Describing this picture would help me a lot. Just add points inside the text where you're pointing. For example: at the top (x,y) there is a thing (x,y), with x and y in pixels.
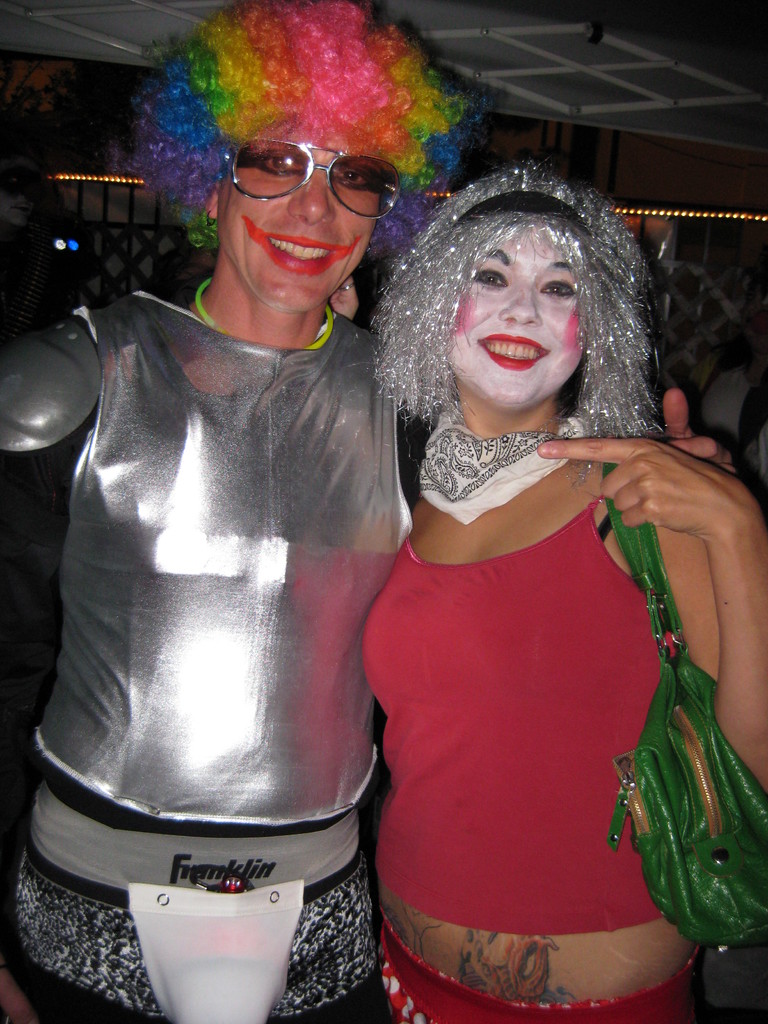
In this picture there are two persons (233,448) standing and smiling. At the back (156,216) there is a railing (156,216) and there are lights (767,219).
